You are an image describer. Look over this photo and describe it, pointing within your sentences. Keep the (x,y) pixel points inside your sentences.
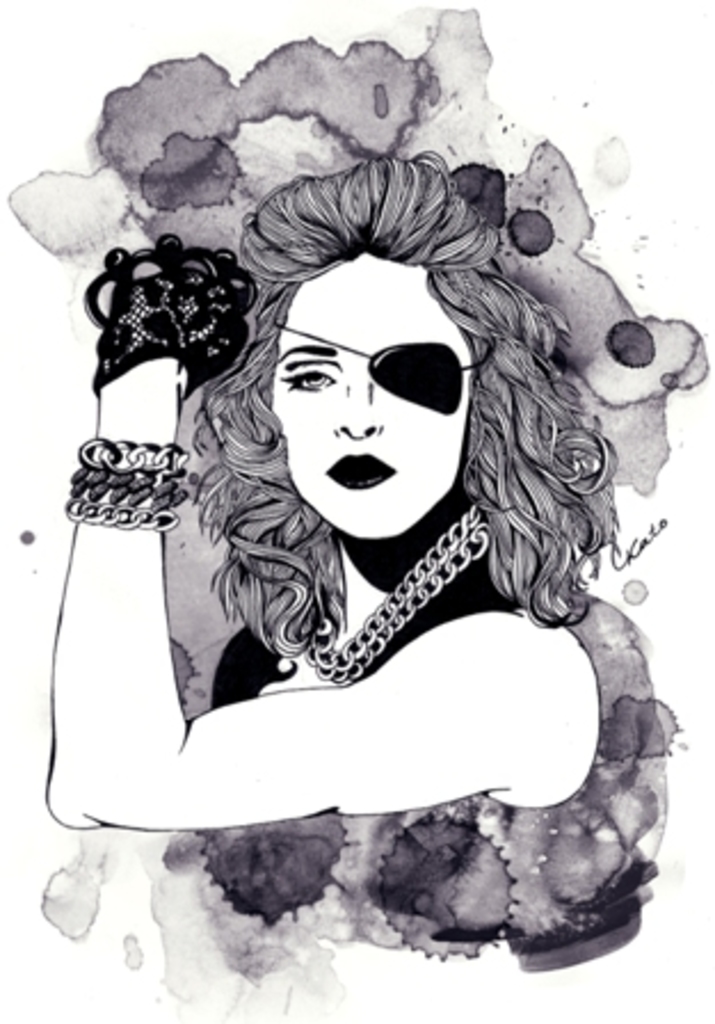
In this picture I can see a drawing (386,603) of a woman (423,531) with an eye-patch (398,348).
